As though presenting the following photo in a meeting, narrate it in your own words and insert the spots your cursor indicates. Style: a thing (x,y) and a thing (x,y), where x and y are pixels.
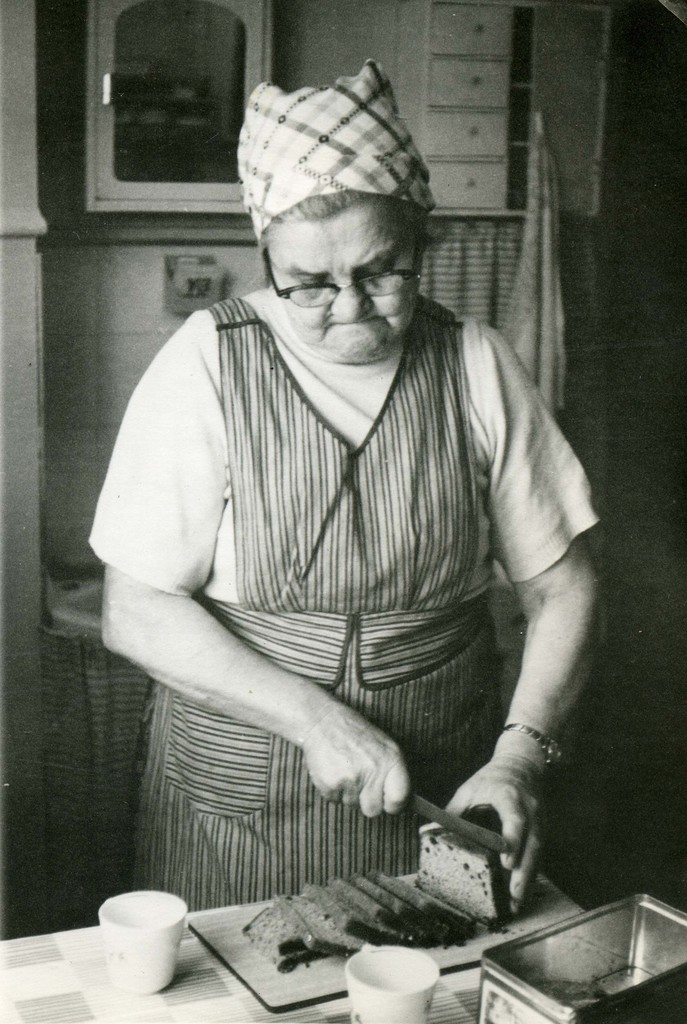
This is a black and white picture. In the background (569,171) we can see cupboards (574,208), cloth (560,378) and an object (212,263). In this picture we can see a woman (589,517) wearing spectacles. She is holding a knife (415,802) and bread (464,881). We can see bread slices (407,891) on the chopping board (245,952). On the platform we can see cups (164,900) and a container (637,969).
